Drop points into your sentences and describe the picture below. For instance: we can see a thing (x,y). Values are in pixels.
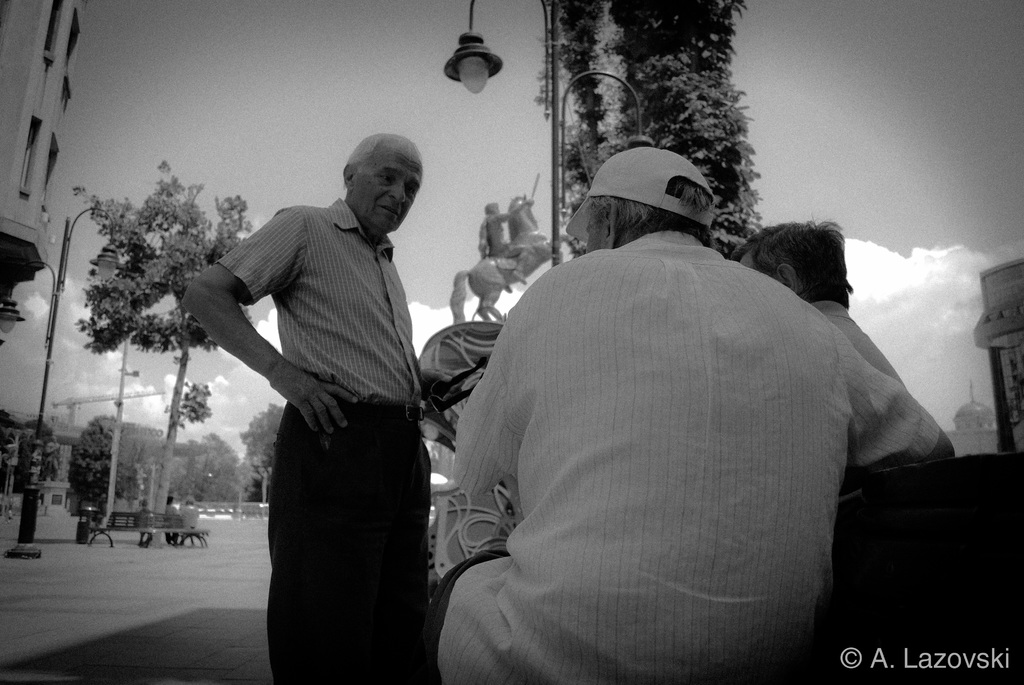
In this image I can see the group of people (485,417) with the dresses (474,408). I can see one person (578,235) wearing the cap (573,215). In the back (464,314) I can see the statue (500,229) and the light pole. To the left (35,234) I can see the building (14,184). I can also see few people (188,527) sitting on the bench (109,524). In the back (246,462) there are many trees (610,105) and the sky (250,127).
